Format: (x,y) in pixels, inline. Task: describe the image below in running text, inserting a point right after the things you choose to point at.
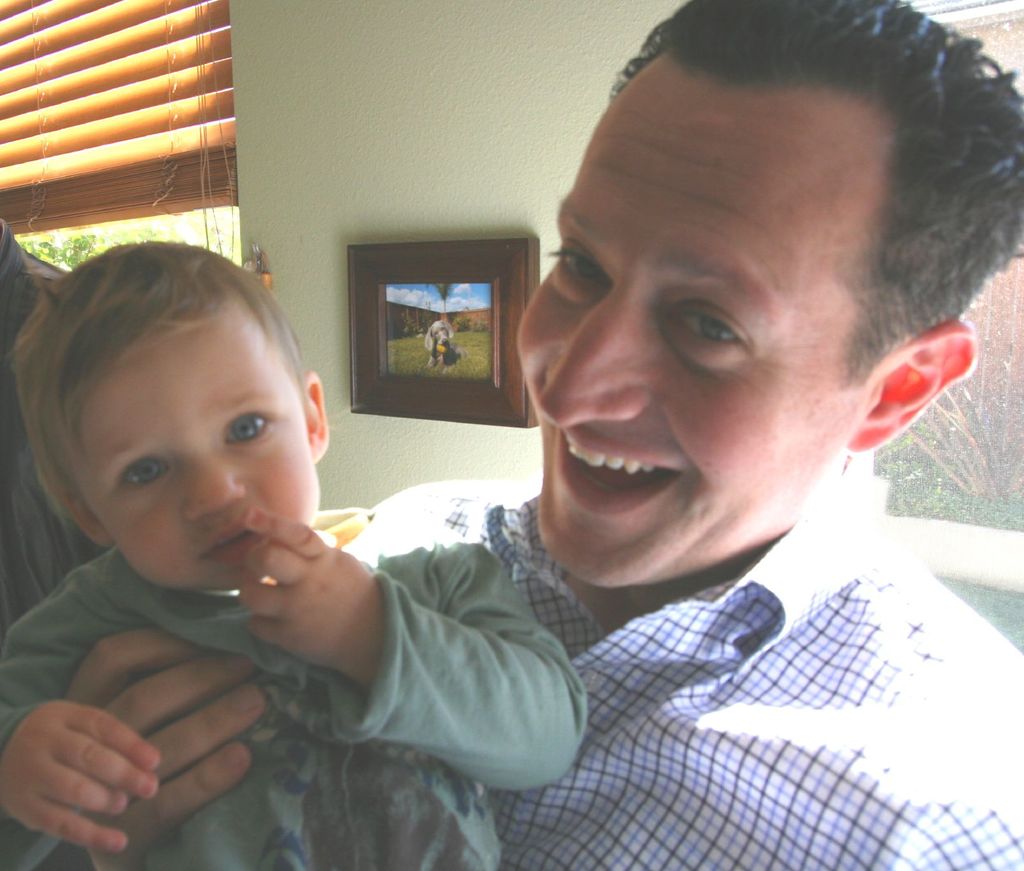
In this picture there is a man (698,797) on the right side of the image (745,707) and there is a small baby (65,422) on the left side of the image (265,422) and there is a portrait (499,310) on the wall (513,474) and there are windows (1022,365) at the top side of the image (138,145).
